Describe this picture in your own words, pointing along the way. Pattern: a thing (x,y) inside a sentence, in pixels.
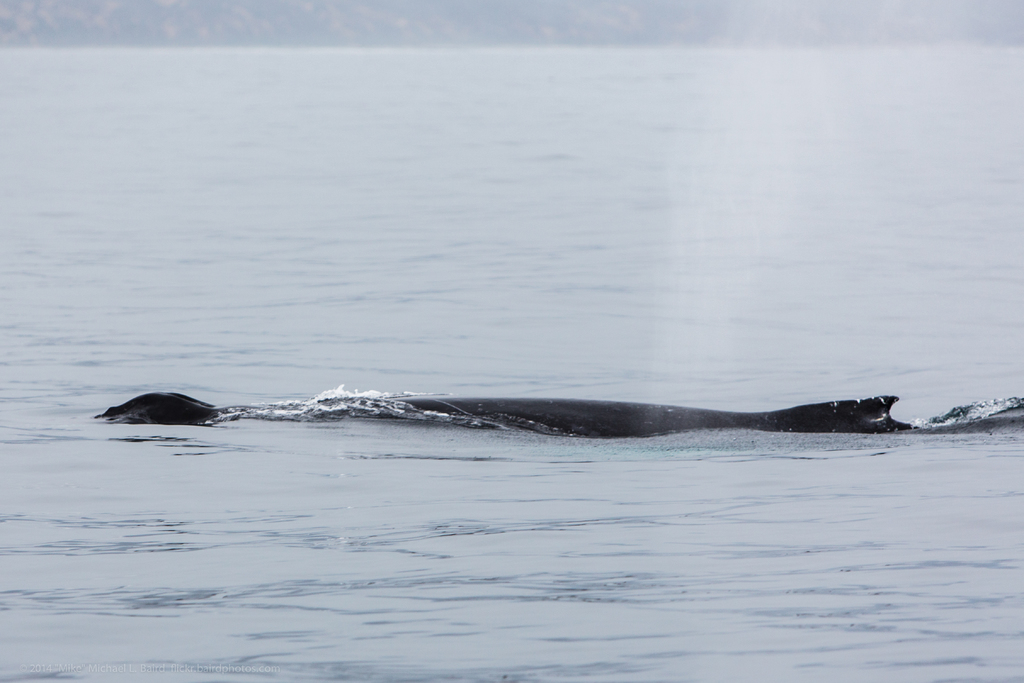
In this image I can see something (604,422) in the water (506,435).
